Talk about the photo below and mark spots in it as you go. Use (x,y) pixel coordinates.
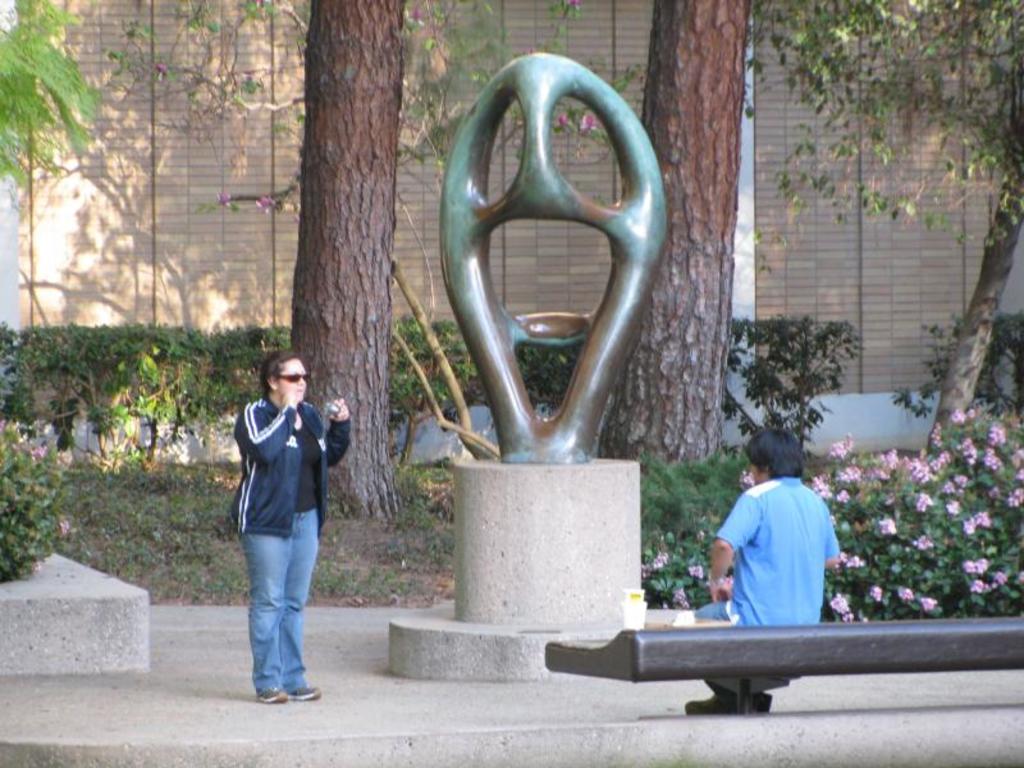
In this image we can see two persons (279,563), among them one person (802,531) is sitting on the bench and the other person (252,578) is standing and holding an object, also we can see a statue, there are some trees (360,435), flowers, plants (35,515), grass (440,530) and the wall (570,285).
